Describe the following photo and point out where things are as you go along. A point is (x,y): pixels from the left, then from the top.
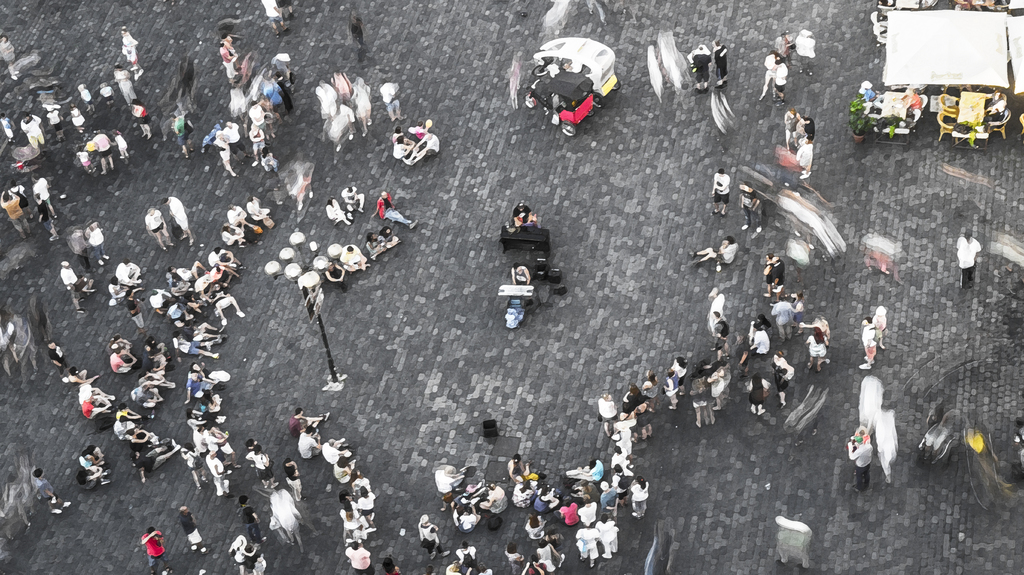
In this image there are group of persons (455,518), there is a pole (322,338), there are lights (338,252), there are persons (527,270) playing musical instruments (520,287), there are tables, there are chairs (941,129), there is a tent (950,51) towards the right of the image (934,41), there is a flower pot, there is a plant (859,107).
